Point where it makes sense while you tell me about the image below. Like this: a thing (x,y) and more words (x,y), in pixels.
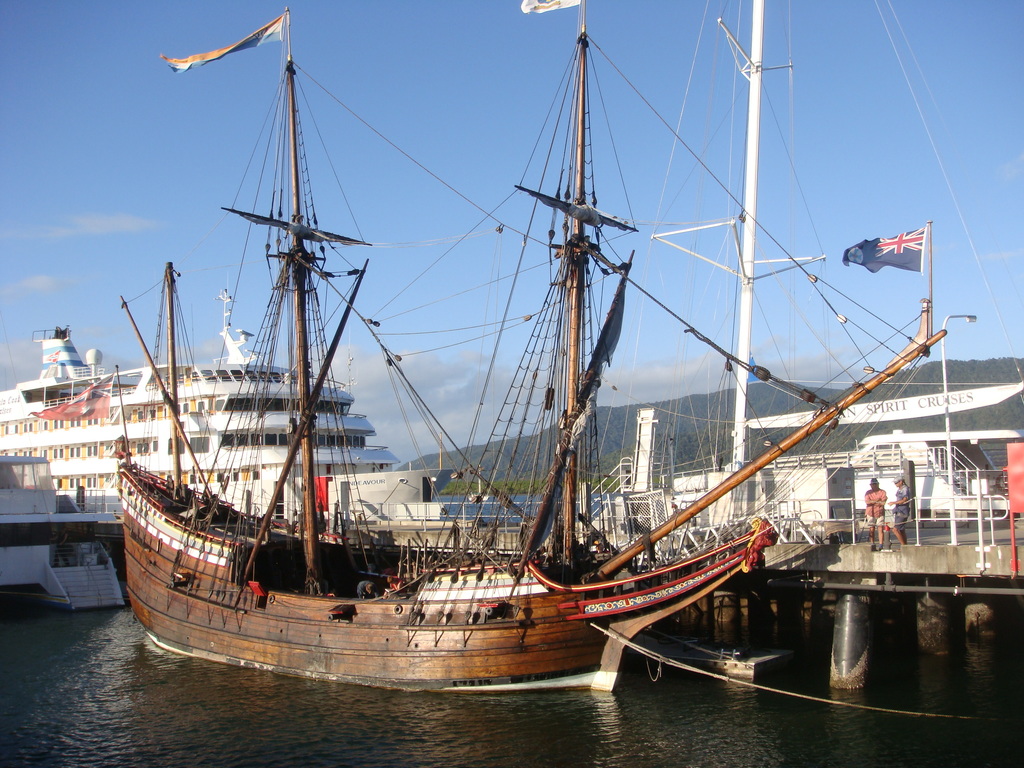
In the picture we can see a boat (403,616) in the water (771,754) which is brown in color with some poles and wires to it and on the top of it we can see two flags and beside the boat (281,647) we can see a walking bridge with railing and two people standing on it and behind the bridge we can see a boat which is white in color and behind the boats (466,578) we can see a ship (199,401) which is white in color with three floors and in the background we can see hills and near to it we can see some plants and behind the hills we can see the sky (501,267) with clouds (782,350).
